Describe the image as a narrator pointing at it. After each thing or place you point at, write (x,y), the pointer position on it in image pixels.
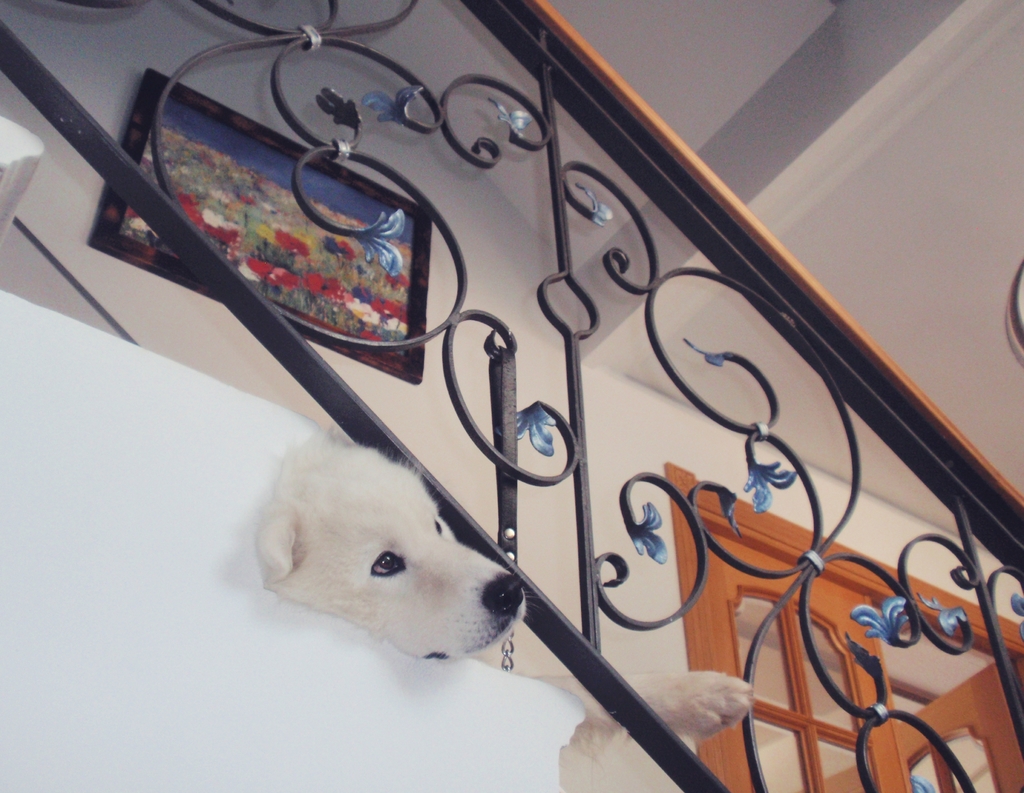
In this image in the front (341,576) there is a dog (398,641) sitting on the step (261,478), there is a railing (811,302). In the background (394,401) there is a wall (427,400) and on the wall (413,398) there is a frame (346,310). On the right side (834,730) there is a door (999,707).
